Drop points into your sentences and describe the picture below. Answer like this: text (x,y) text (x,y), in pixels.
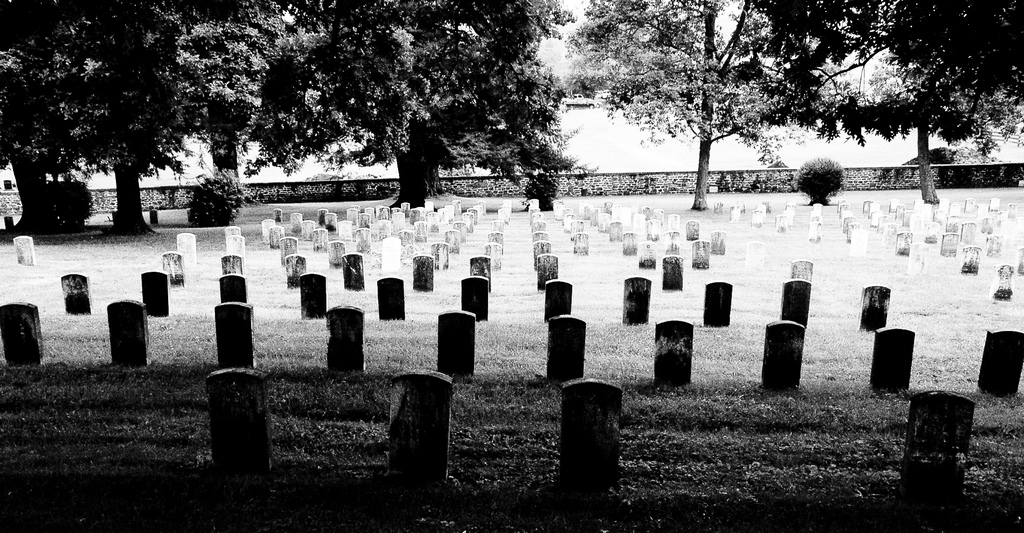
In this picture we can see grass (707,492) at the bottom (693,491), there are some gravestones (872,296) in the middle (635,307), in the background (844,125) we can see trees (636,84), plants (531,192) and a wall (595,192), there is the sky (572,5) at the top of the picture (589,7).
